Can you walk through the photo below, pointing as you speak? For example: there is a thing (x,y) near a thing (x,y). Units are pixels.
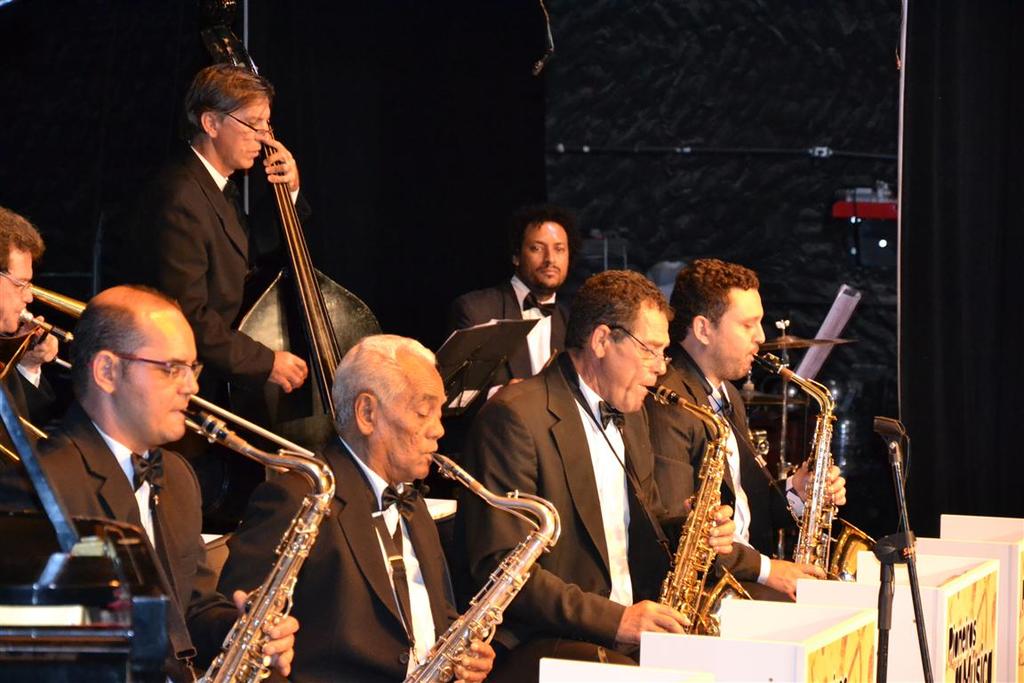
In the image in the center (401,385), we can see a few people (358,391) are sitting and one person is standing and they are playing some musical instruments (682,403). In front of them, we can see banners (842,589) and a microphone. In the background (581,205) there is a wall (670,134) and a few other objects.
